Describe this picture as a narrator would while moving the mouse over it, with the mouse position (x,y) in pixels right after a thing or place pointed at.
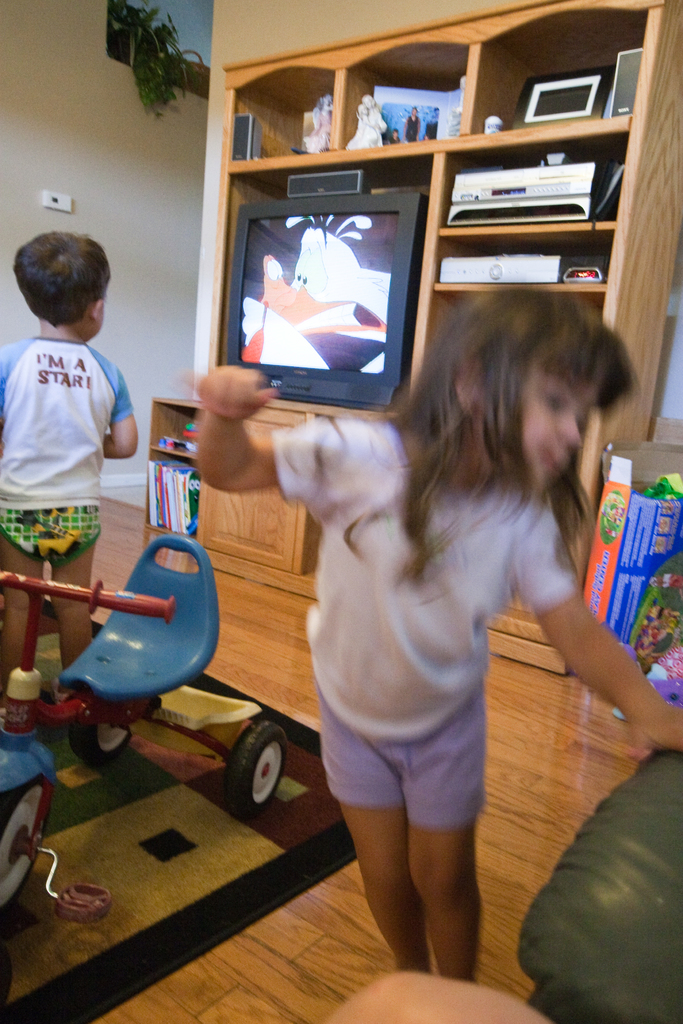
At the top part of the image (562,34) we can see cupboards (370,153), television set (350,260), walls (100,220), creeper (138,22) and a power notch (69,205). At the bottom of the image (641,688) we can see books (173,494) in the cupboard (219,506), kids (395,537), floor (290,933) and a cycle (208,558).
